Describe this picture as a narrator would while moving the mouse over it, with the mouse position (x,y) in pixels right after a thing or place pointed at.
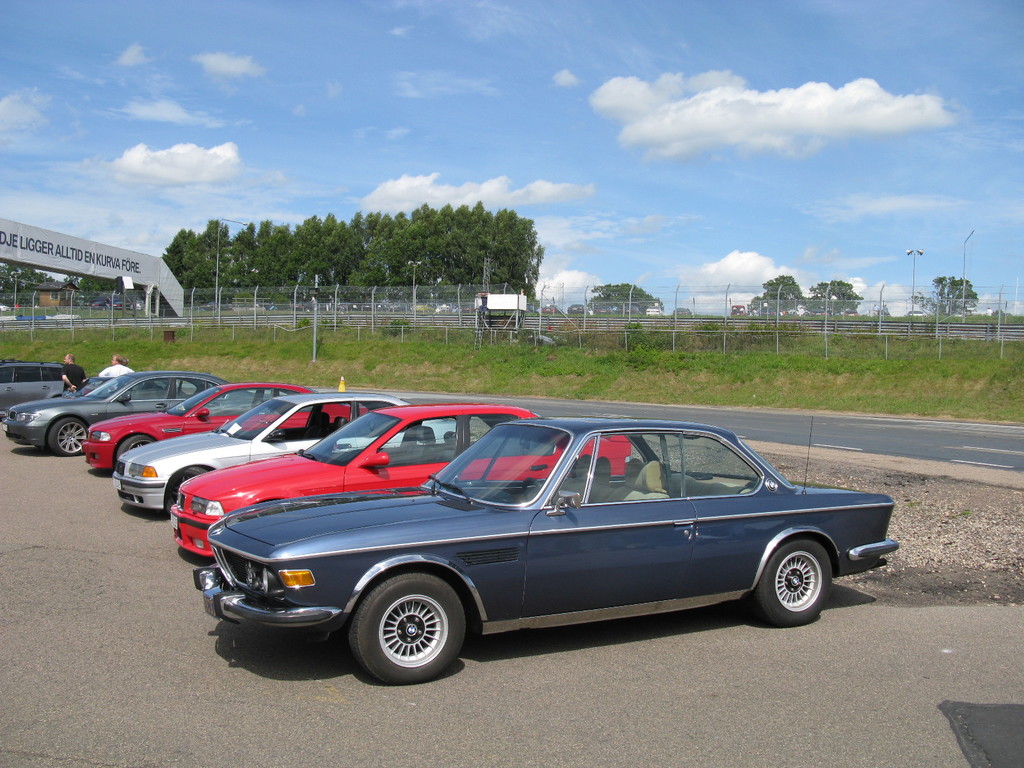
In this picture we can see few cars (536,594) and few people (68,376), in the background (99,338) we can find a hoarding (159,270), fence (72,305), grass (492,355), few trees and clouds (409,192).
